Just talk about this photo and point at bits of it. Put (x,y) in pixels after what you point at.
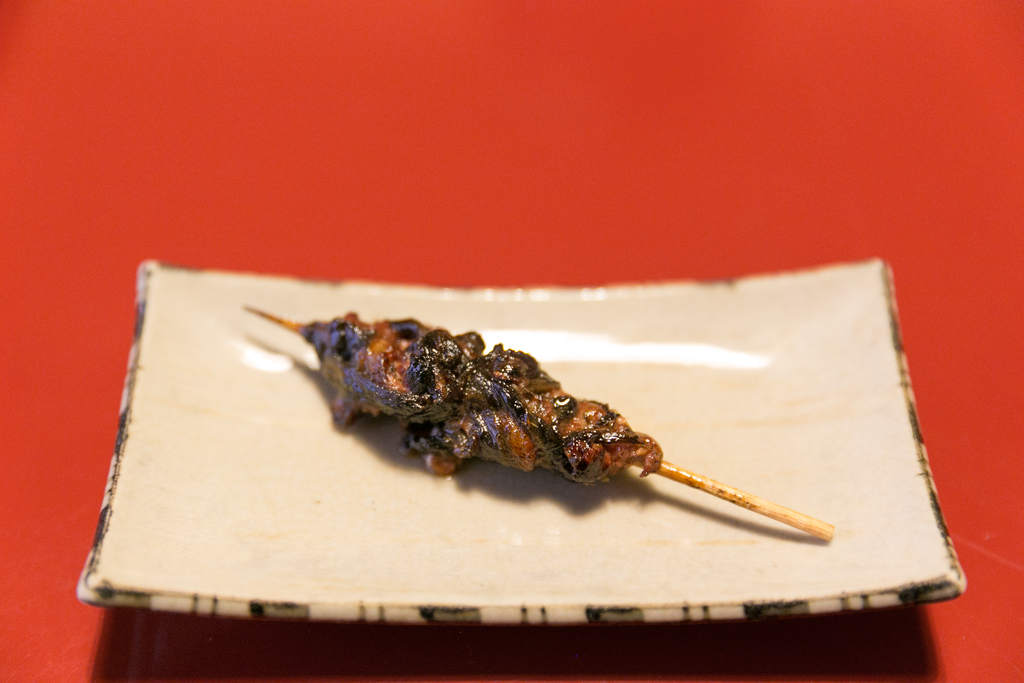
In this picture, we can see some food item (498,355) on an object (410,585), and the object (339,446) is on the red color surface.
